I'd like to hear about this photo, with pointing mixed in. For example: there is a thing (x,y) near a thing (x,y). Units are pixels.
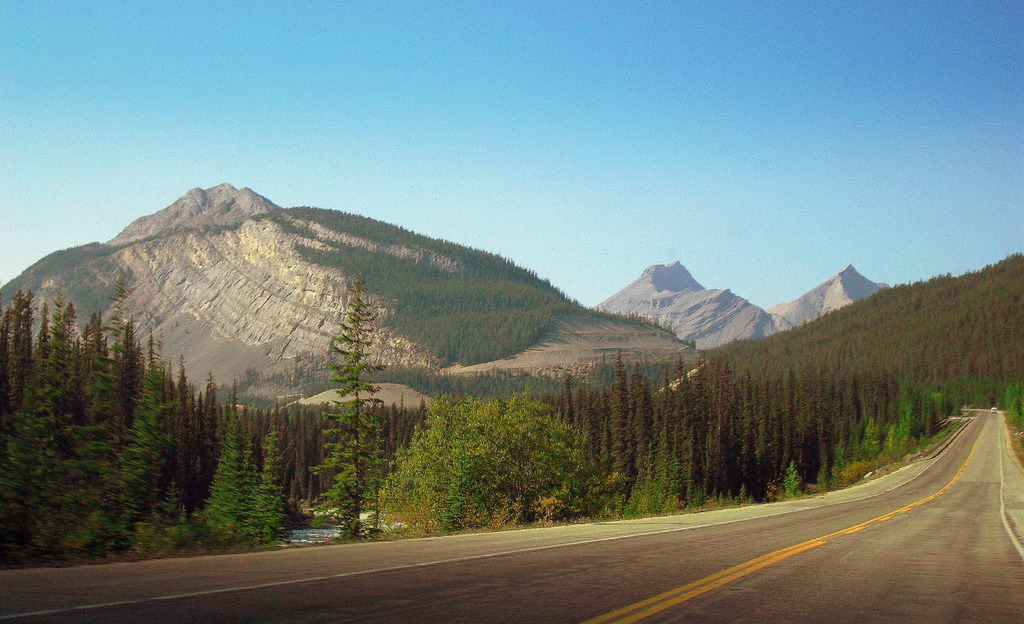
In this image we can see a vehicle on the pathway (920,543). We can also see a group of trees (725,416), the hills (820,299) and the sky (584,277) which looks clear.
